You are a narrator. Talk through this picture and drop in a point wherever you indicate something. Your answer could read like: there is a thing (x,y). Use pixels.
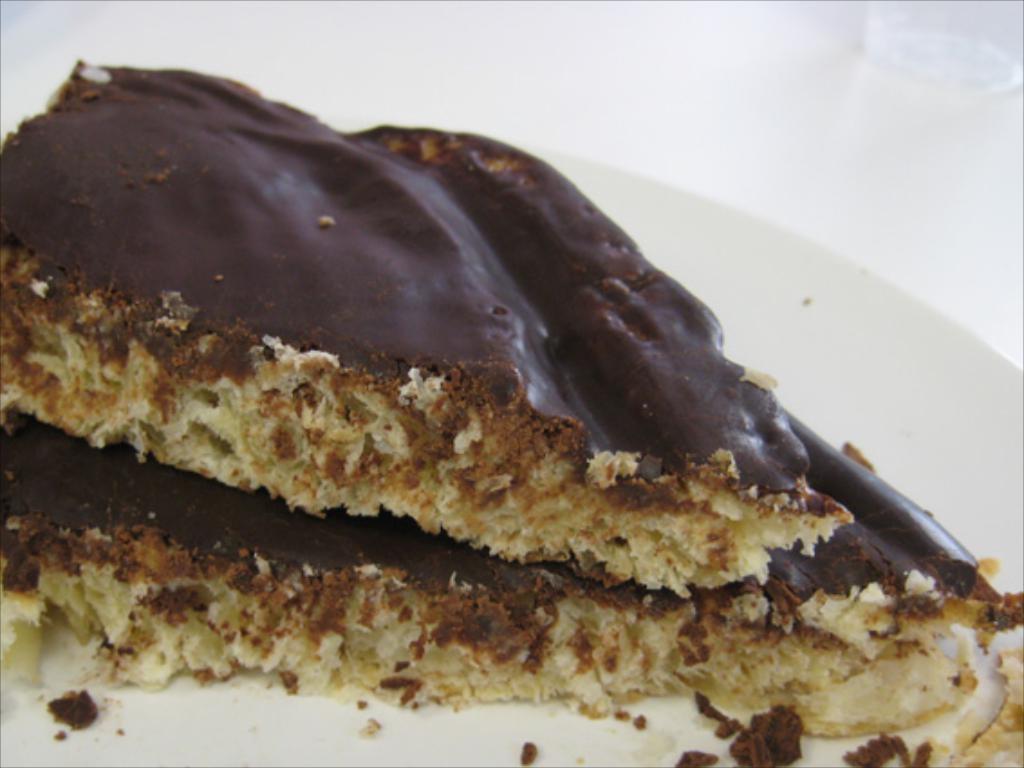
In this image I can see the food (383,420) with plate (767,333). The plate (751,313) is in white color and the food (463,520) is in cream and brown color.
